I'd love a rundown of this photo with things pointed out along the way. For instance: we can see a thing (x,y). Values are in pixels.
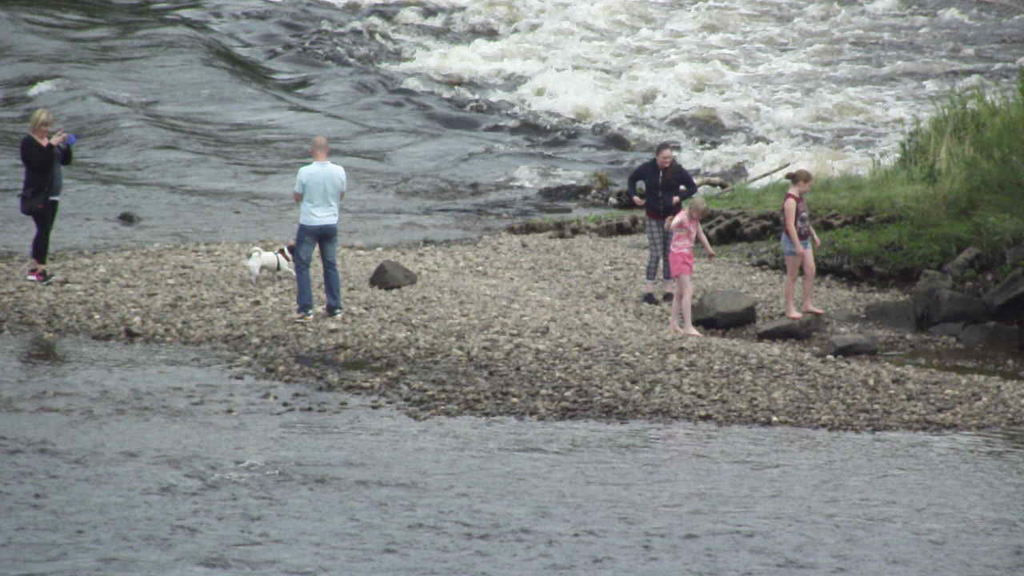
This picture shows few people (309,263) Standing and we see a dog (275,251) and water (63,22) and grass (934,251) on the ground (888,204) and we see few small stones (497,332) on the ground (433,363).
